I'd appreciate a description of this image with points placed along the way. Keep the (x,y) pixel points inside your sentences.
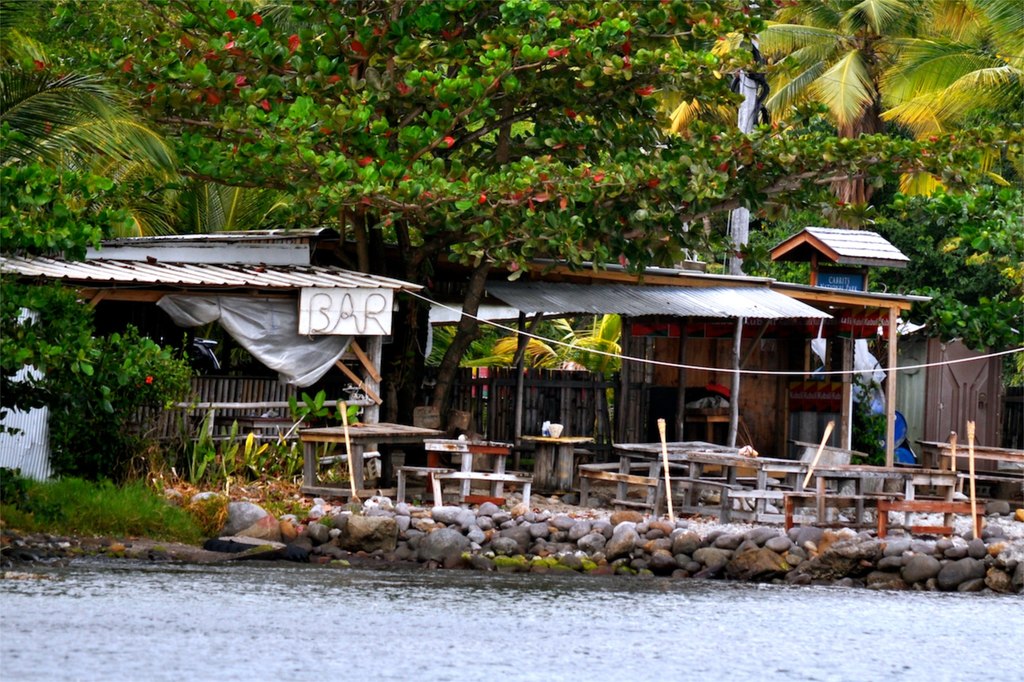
In this picture I can see there is a lake (573,640) and there are rocks (757,555) and stones (726,555) here, plants (140,510) and trees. There is a restaurant (551,387) they are tables (560,478) and chairs (482,477).
